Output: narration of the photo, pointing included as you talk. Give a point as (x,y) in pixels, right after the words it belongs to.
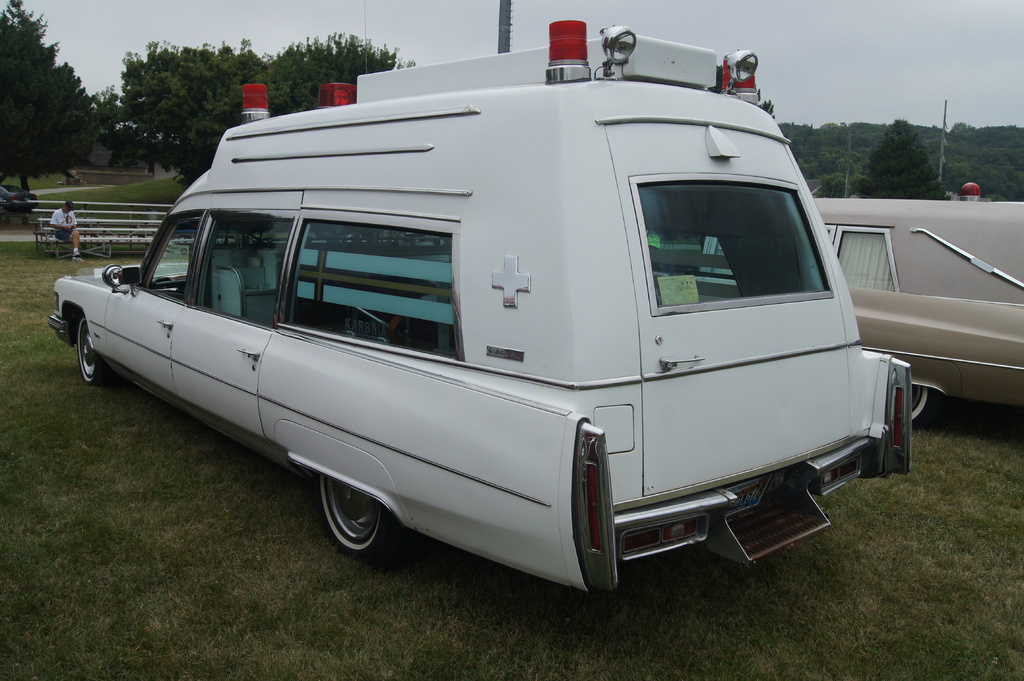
In this image there are two ambulances (606,268) parked, in front of them there is a person (66,224) sitting on the bench (106,219), behind him there are trees (99,137).
